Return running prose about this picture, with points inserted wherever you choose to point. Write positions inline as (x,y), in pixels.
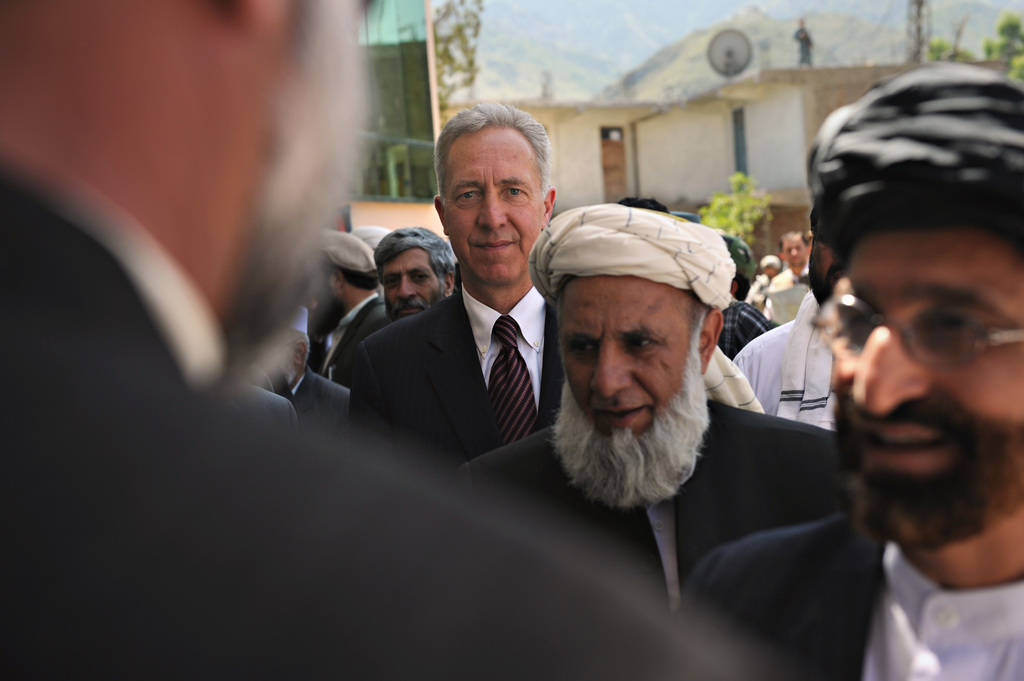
This is an outside view. On the right side (925,486), I can see two men (885,417) are smiling. On the left side (101,336) the image is blurred. Here I can see a person (359,665). In the background (381,253) there are many people (413,237) and also I can see a few houses (699,128) and a hill (711,35). At the top of the house (785,162) there is a person (800,42) standing and in the front of the house (658,144) there are some plants (728,217).
